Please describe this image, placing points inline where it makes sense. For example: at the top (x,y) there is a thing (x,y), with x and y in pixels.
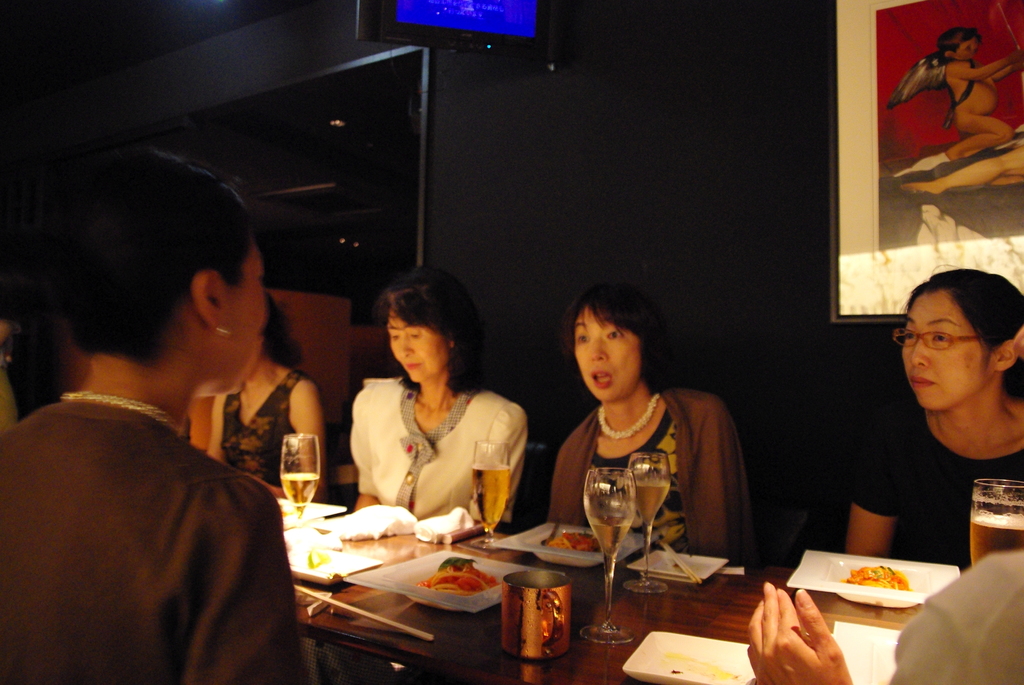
In this picture we can see some persons (720,461) sitting on the chairs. This is table (601,672). On the table (584,676) there are glasses (620,641), plates (914,585), and some food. On the background (710,106) there is a wall (703,141). And this is frame (889,162).
